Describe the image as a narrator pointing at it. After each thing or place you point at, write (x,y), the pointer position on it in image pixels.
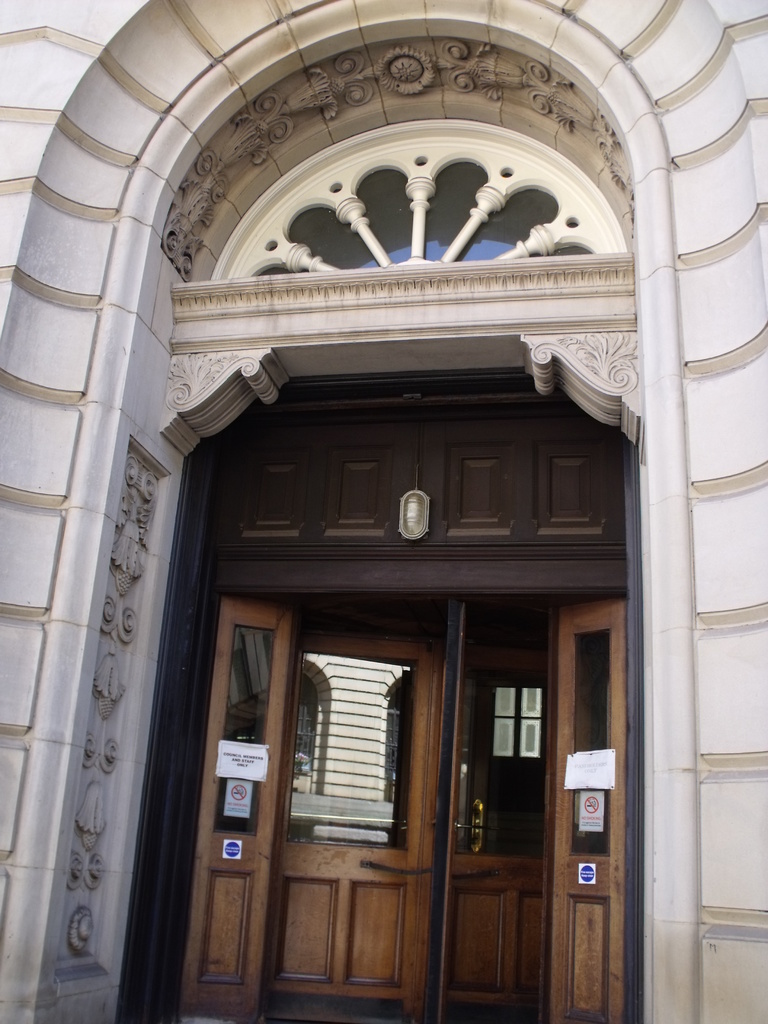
In this picture there is a door (603,951) in the center of the image (402,642) and there are posters (595,791) on the door (530,815) and there is an arch (214,206) above the door (426,978).
